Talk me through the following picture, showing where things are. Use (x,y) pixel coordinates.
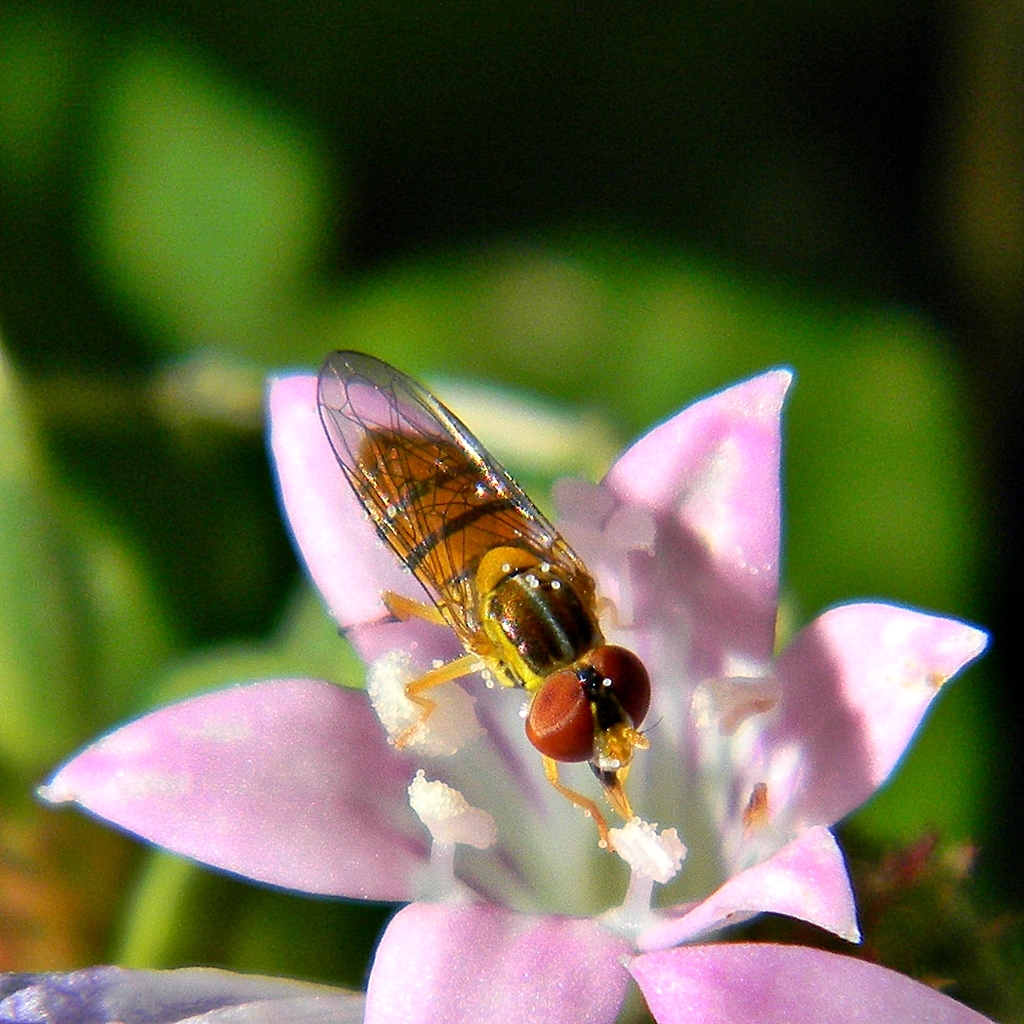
In this image we can see a insect (404,377) on the flower (481,830). The background of the image (743,118) is blurred.
